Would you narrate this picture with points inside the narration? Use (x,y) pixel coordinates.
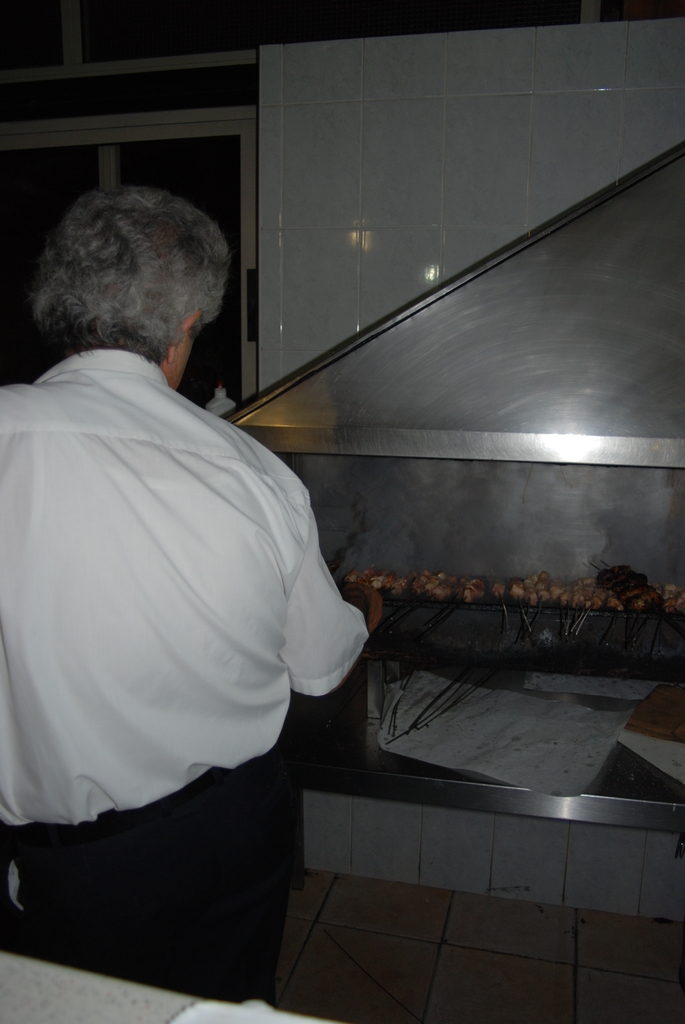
In this image, on the left side (39,561) there is a man (119,785) cooking some food (439,590) and he wearing white and black dress (213,608).
